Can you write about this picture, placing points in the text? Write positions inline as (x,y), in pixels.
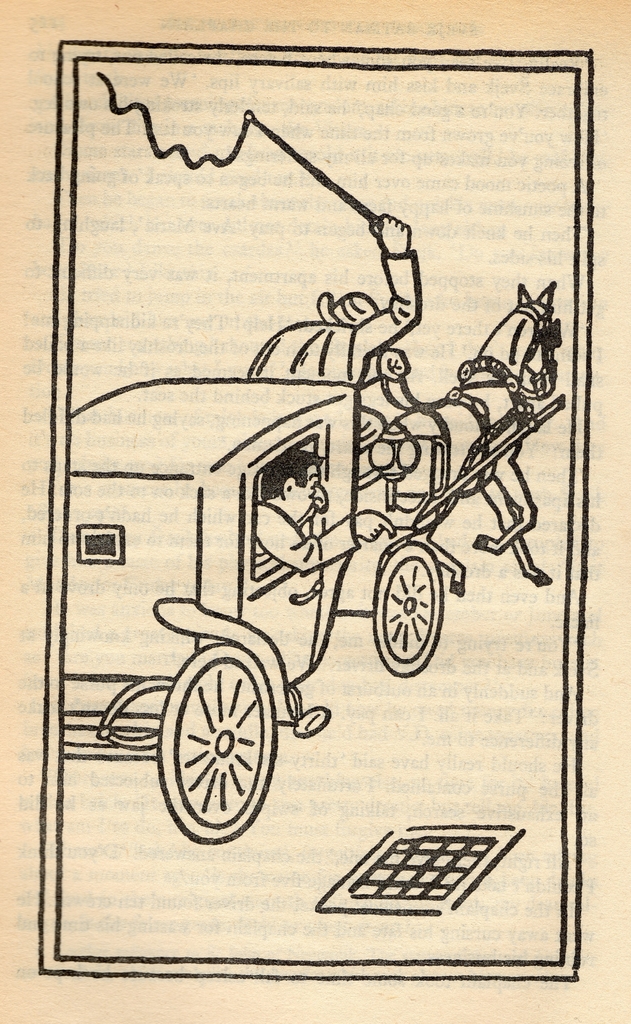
In this image we can see a paper (288,525) with a sketch (282,602) of a cart (321,428) with persons (306,543) and an animal (453,467) and a person (390,300) holding an object (152,139).
